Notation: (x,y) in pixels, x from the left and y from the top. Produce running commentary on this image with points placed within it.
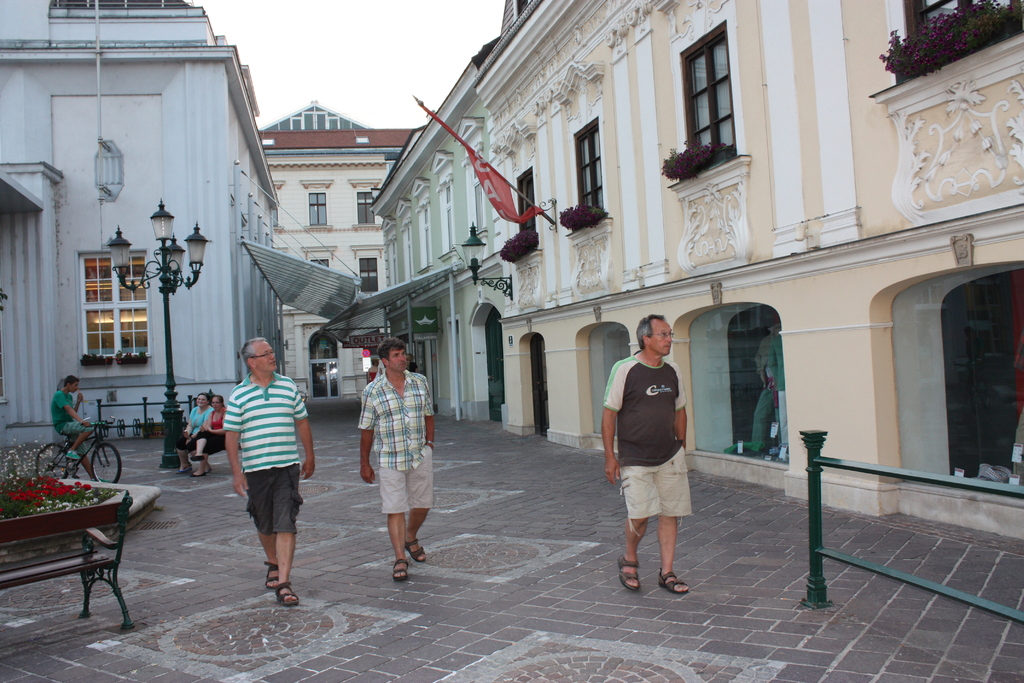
In this image, There is a floor (548,587) which is in grey color, there are some people (416,453) walking, In the left side (52,485) there is a chair (91,542) which is in brown color and there are some flowers (48,501) in red color, In the background (68,422) there are some people (191,424) sitting and there is a black color pole (168,310) there are some white color buildings (205,273), In the right side (752,229) there is a wall (778,218) which is in yellow color there are some windows (716,118) in black color, In the top (343,27) there is a sky (393,30) which is in white color.
